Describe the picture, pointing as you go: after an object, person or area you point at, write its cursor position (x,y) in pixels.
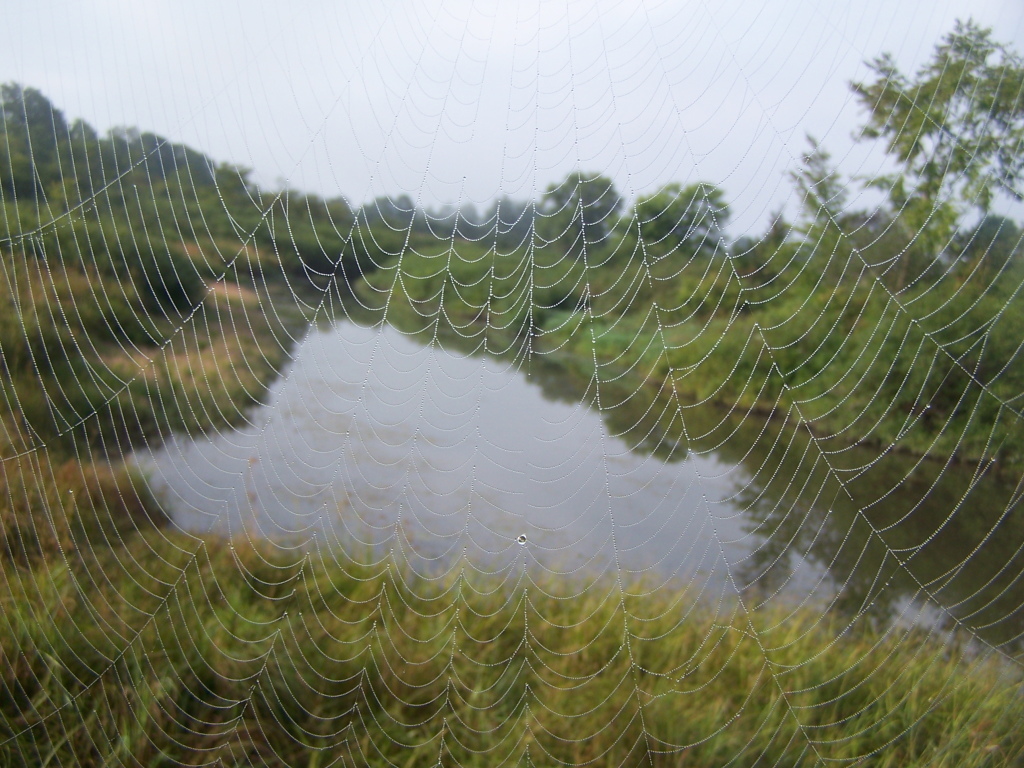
In this picture we can see spider web (477,360) in the front (442,337), in the background (513,391) there are some plants (392,708), trees (211,233) and water (557,454), we can see the sky (469,95) at the top of the picture (456,75).
